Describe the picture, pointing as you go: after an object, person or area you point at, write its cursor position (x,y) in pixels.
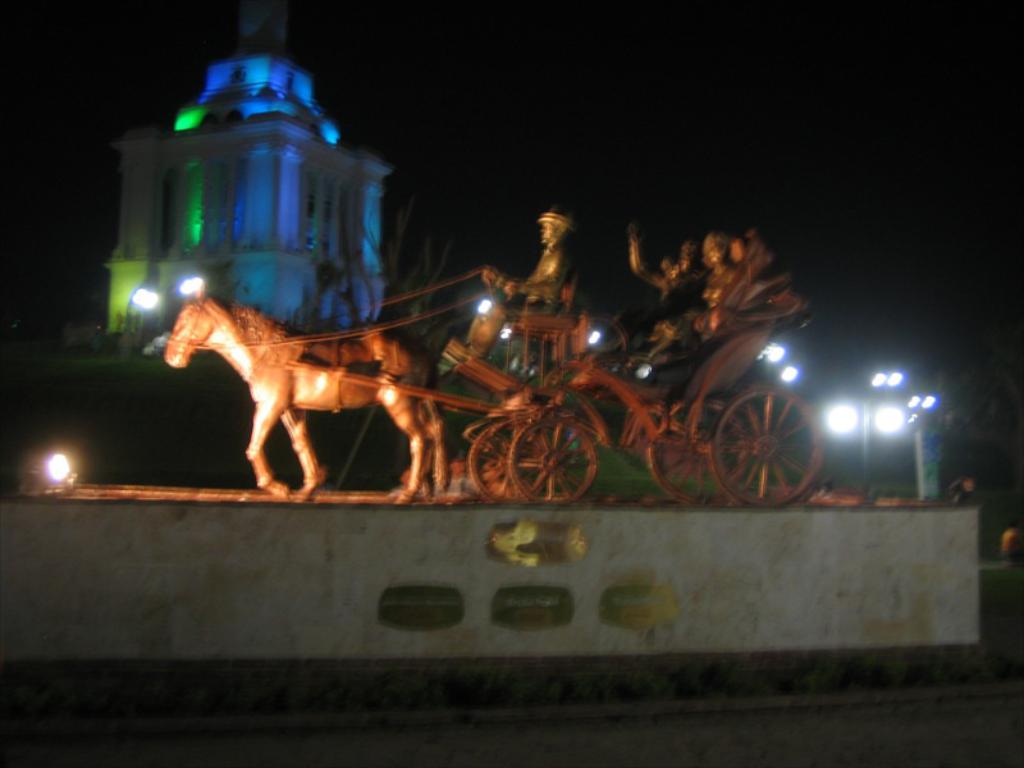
There is a horse cart (477,406) in the middle of this image (504,451) and there is a building (262,268) at the top left side of this image (287,255) and there are some lights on the right side of this image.
